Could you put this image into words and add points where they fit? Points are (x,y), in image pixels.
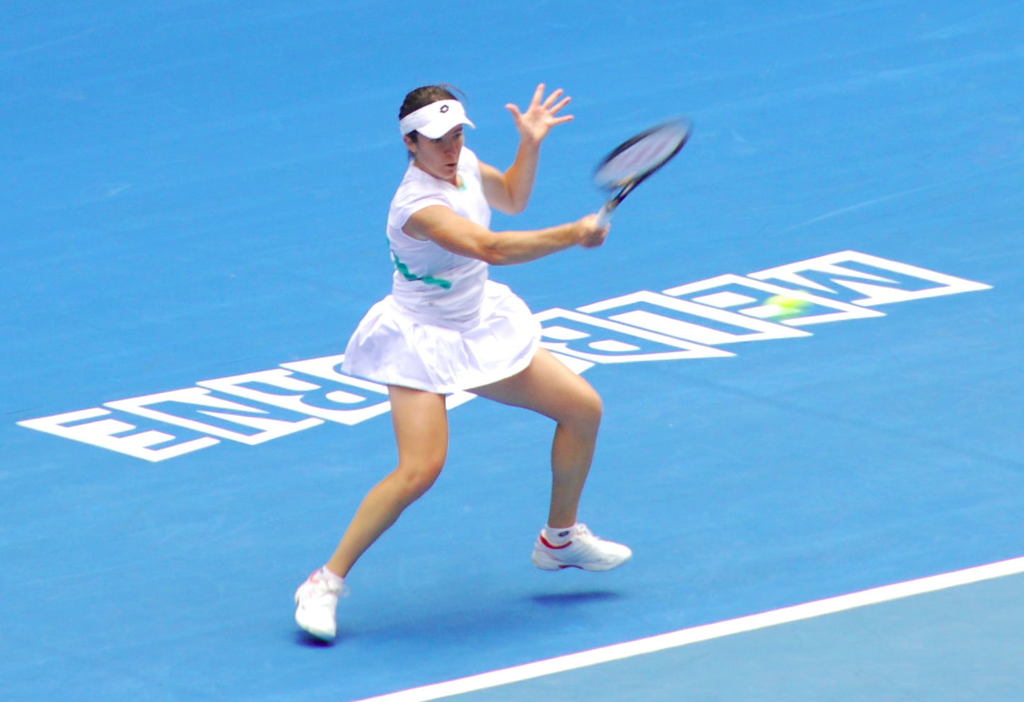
In the middle of the image (581,459) a woman (540,90) is standing and holding a tennis racket (667,160). Middle right side of the image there is a ball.
